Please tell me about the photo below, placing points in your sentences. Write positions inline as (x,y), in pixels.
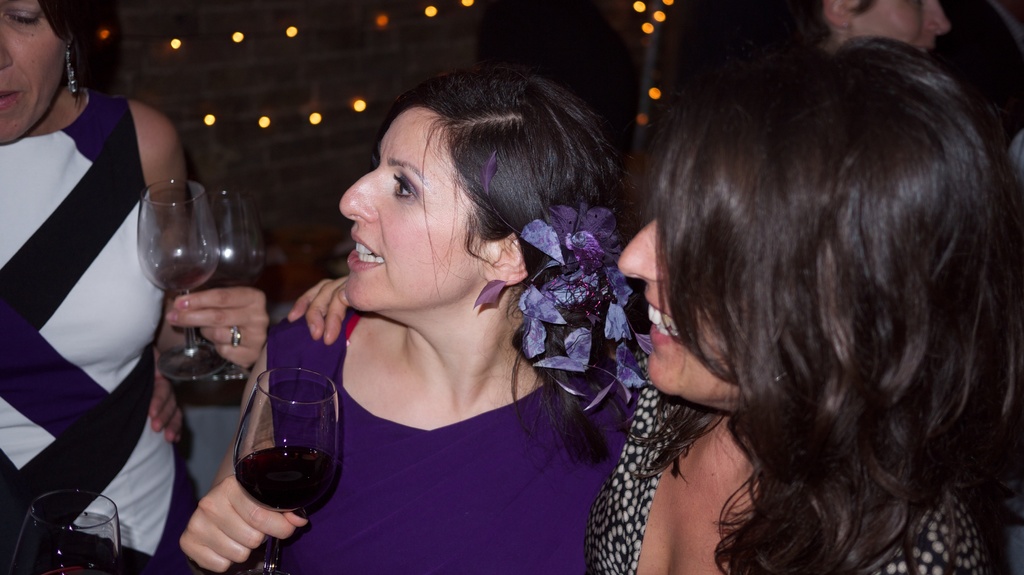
In this image we can see two women (473,473) holding a glasses (302,386) in their hands (217,540).
